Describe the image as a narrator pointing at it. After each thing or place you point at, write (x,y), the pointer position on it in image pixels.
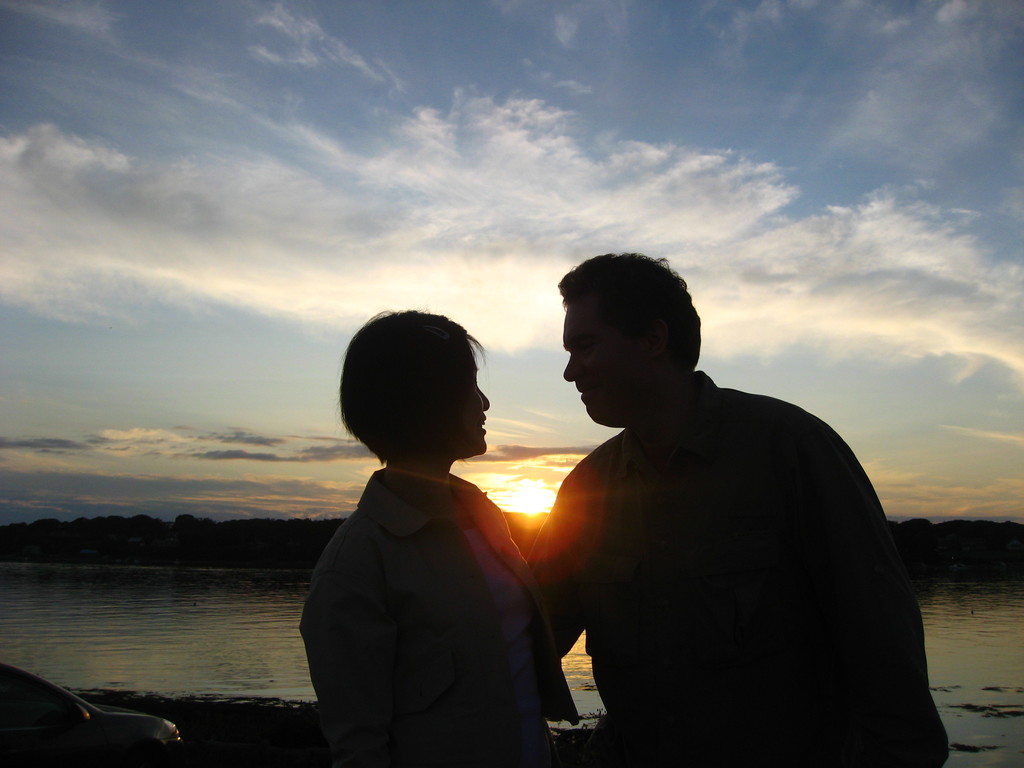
In this picture we can see two people (549,629), here we can see an object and in the background (209,632) we can see water (293,657), trees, sun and sky (323,404) with clouds (412,257).
